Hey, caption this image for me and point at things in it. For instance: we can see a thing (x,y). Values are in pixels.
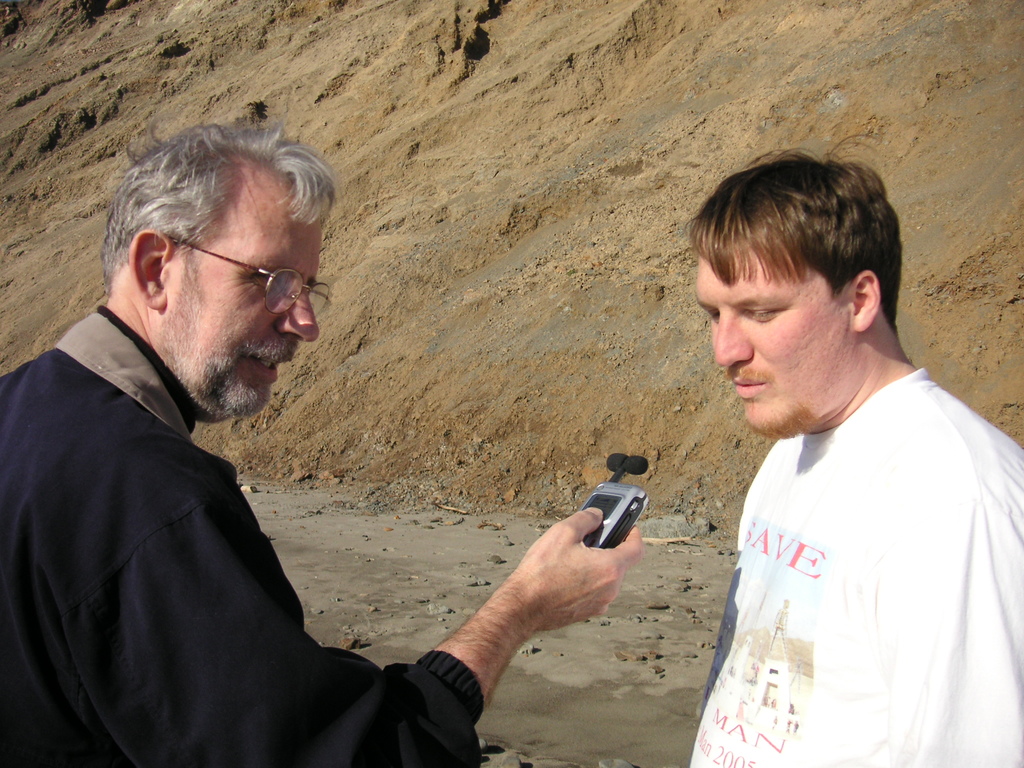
In this image we can see men (460,643) standing on the ground (516,557) and one of them is holding a machine (613,514) in the hands (555,581). In the background (534,224) there is a heap of sand (432,99).
